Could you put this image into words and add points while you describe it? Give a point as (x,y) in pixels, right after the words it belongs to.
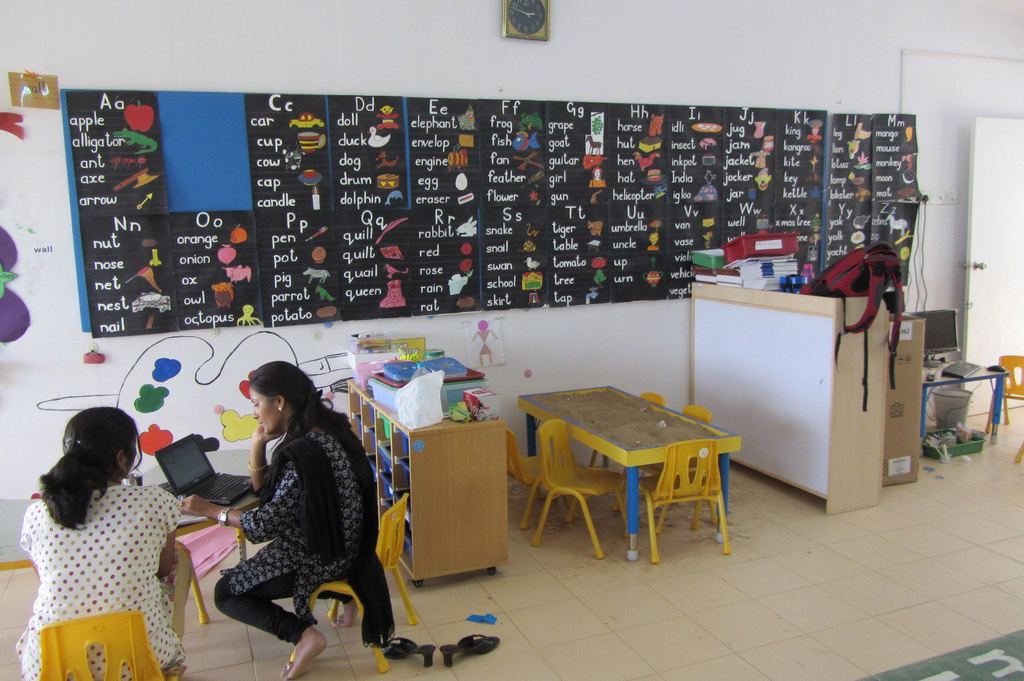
This is the picture of a room (572,155). In this image there are two people (351,574) sitting on the chairs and there is a laptop (197,476) on the table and there are tables (860,390) and chairs (106,632) and there are boxes (382,477), books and there is a bag (900,279) on the tables (489,477) and there is a dustbin (957,420) and there is a computer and keyboard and mouse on the table (950,373). At the back (100,297) there is a board (125,218) on the wall (70,243) and there is text (123,217) and there are pictures (140,208) on the board (361,190) and there is a clock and there are pictures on the wall (510,326) and there is a door (966,250). At the bottom (391,646) there is a footwear (391,646) on the floor (898,518).
